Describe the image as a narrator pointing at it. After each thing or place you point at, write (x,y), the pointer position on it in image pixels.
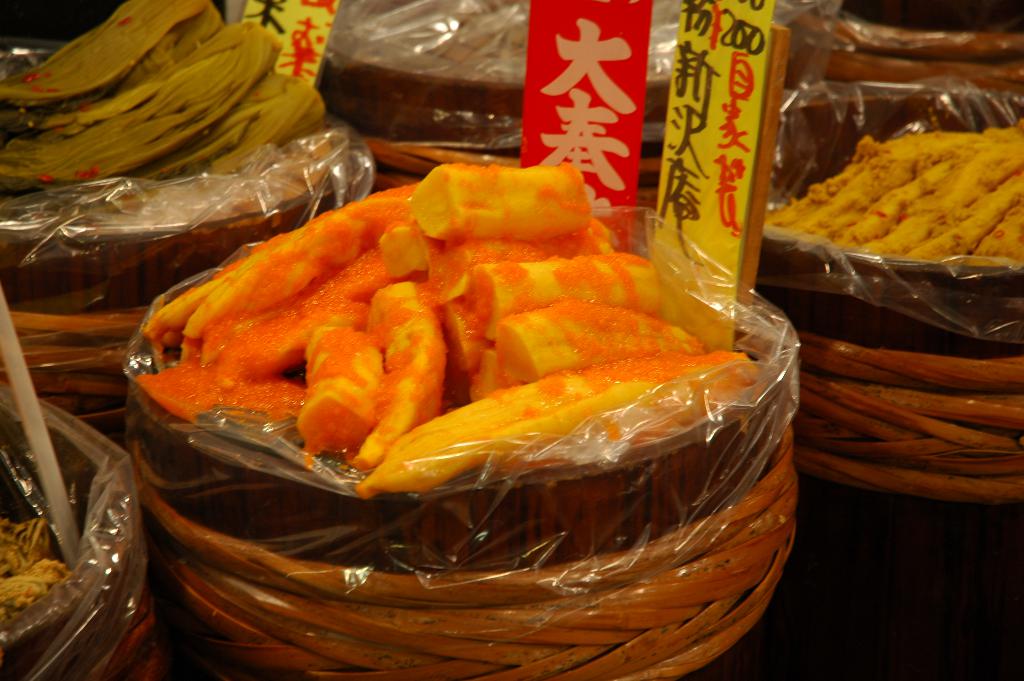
In this image there are a few food items (466,327) in the bowls (693,464) and few labels (316,79).
